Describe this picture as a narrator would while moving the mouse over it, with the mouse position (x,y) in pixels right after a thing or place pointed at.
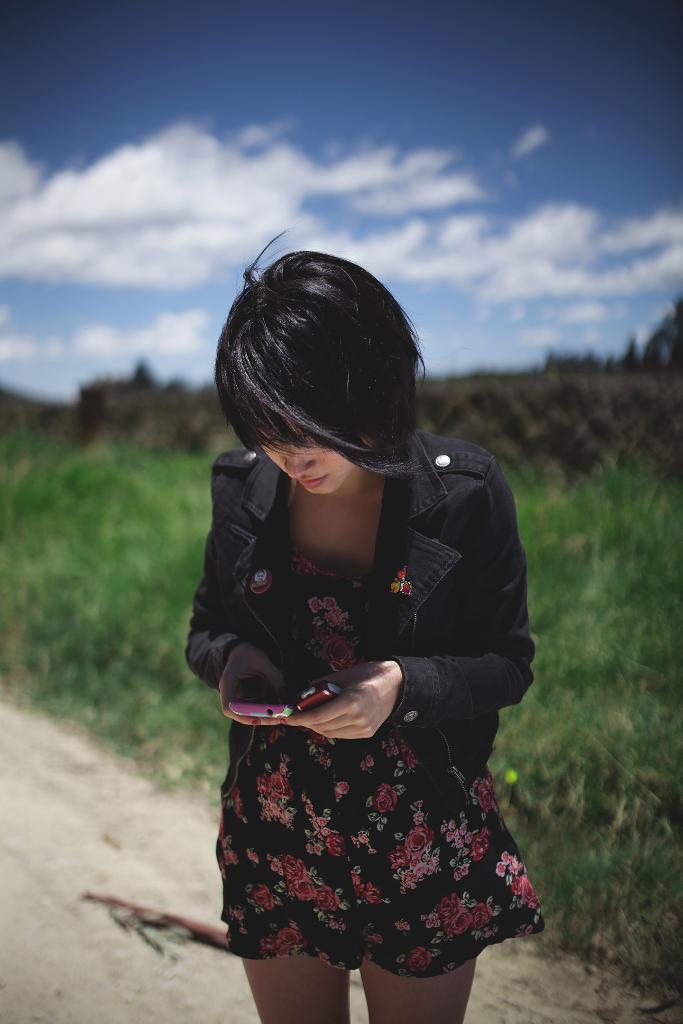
In this image I can see a woman (396,663) wearing black and pink colored dress (467,816) is standing and holding mobiles (285,709) in her hand (281,718). In the background (101,788) I can see the ground (101,788), some grass (112,579), a black colored object (623,448) and the sky (285,133).
